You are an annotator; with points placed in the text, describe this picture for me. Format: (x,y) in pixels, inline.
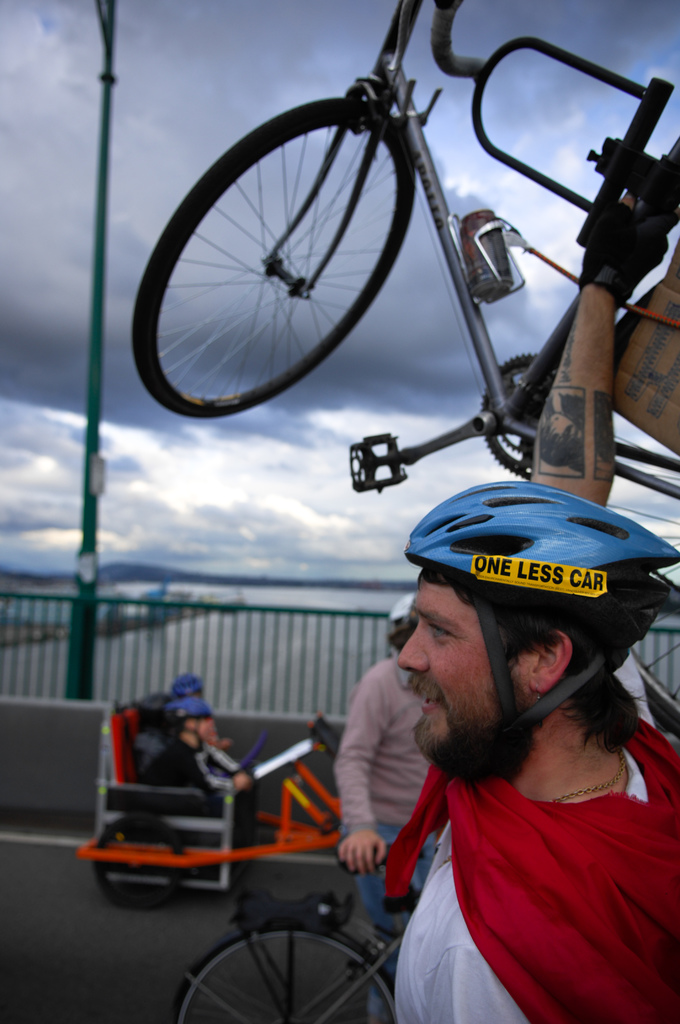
On the right side of the image (517,802), we can see a man (529,749) is lifting a vehicle (557,358) and wearing a helmet (602,603). In the background (378,845), we can see people (366,845), vehicles (337,931), road (170,932), railing (302,700), poles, water (314,671) and cloudy sky (240,358).
